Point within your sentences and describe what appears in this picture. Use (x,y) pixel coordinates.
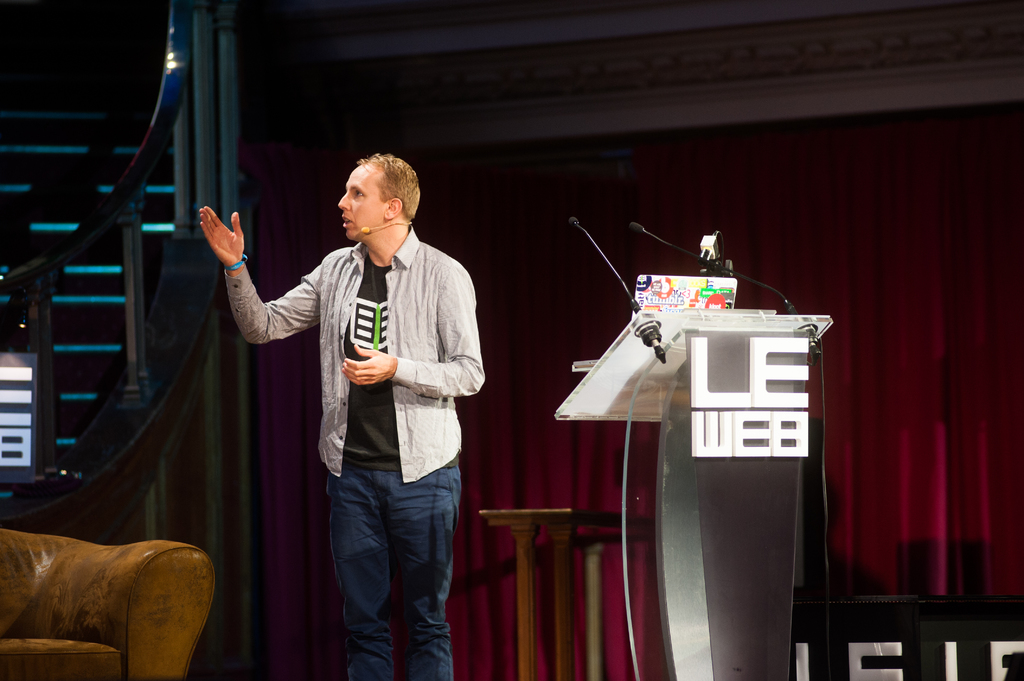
In this image we can see a man (426,527) standing on the floor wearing a mic (388,226). On the right side of the image (781,657) we can see a podium (785,389) and a curtain (617,472). On the left side of the image (107,615) we can see a couch (131,596) and grill (137,287).
